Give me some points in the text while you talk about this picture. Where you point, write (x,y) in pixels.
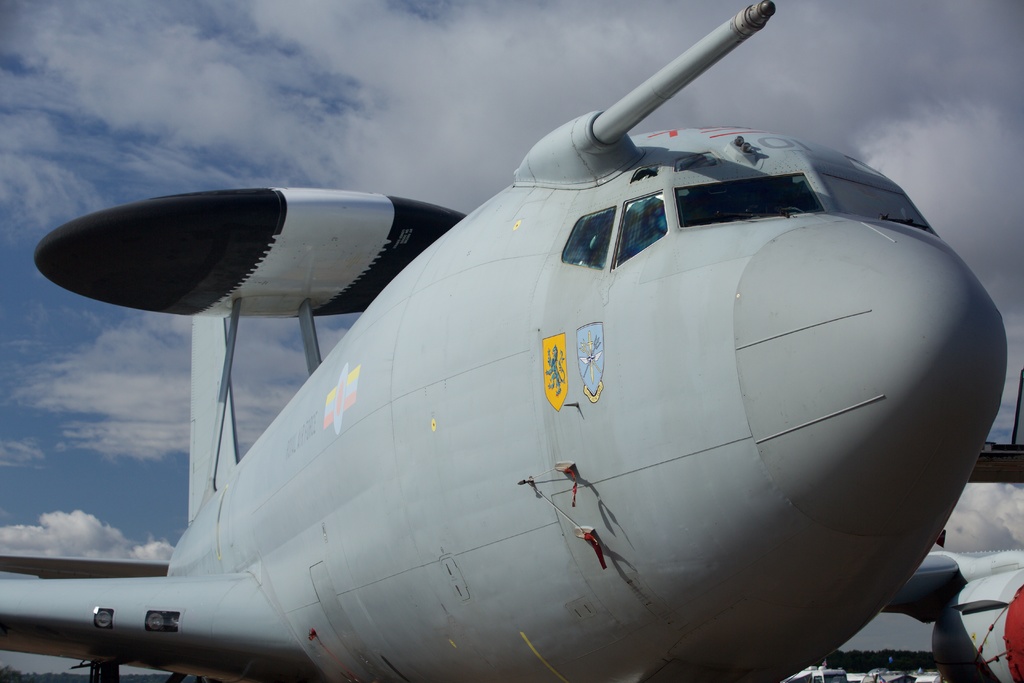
In the picture I can see an aircraft (501,474) and in the background (108,545), I can see trees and I can see the cloudy sky (73,473).
